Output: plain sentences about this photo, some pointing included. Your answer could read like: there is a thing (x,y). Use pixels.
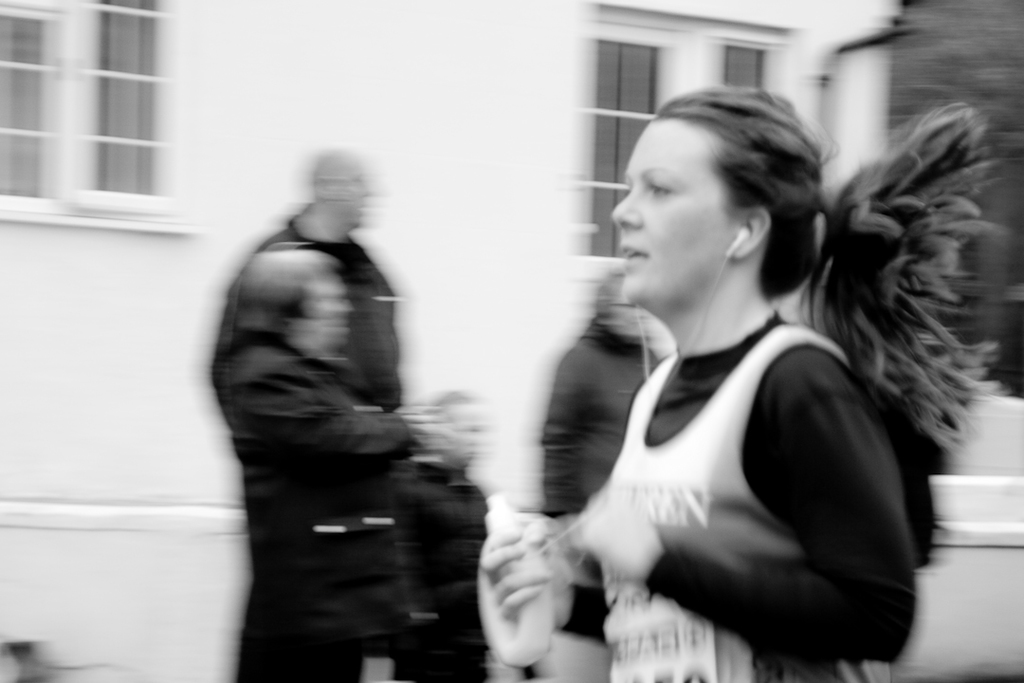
In this picture we can see girl (652,438) wearing a black color t-shirt (776,600) is running on the road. Behind we can see white color house (60,382) and a man (351,486) with small girl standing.
